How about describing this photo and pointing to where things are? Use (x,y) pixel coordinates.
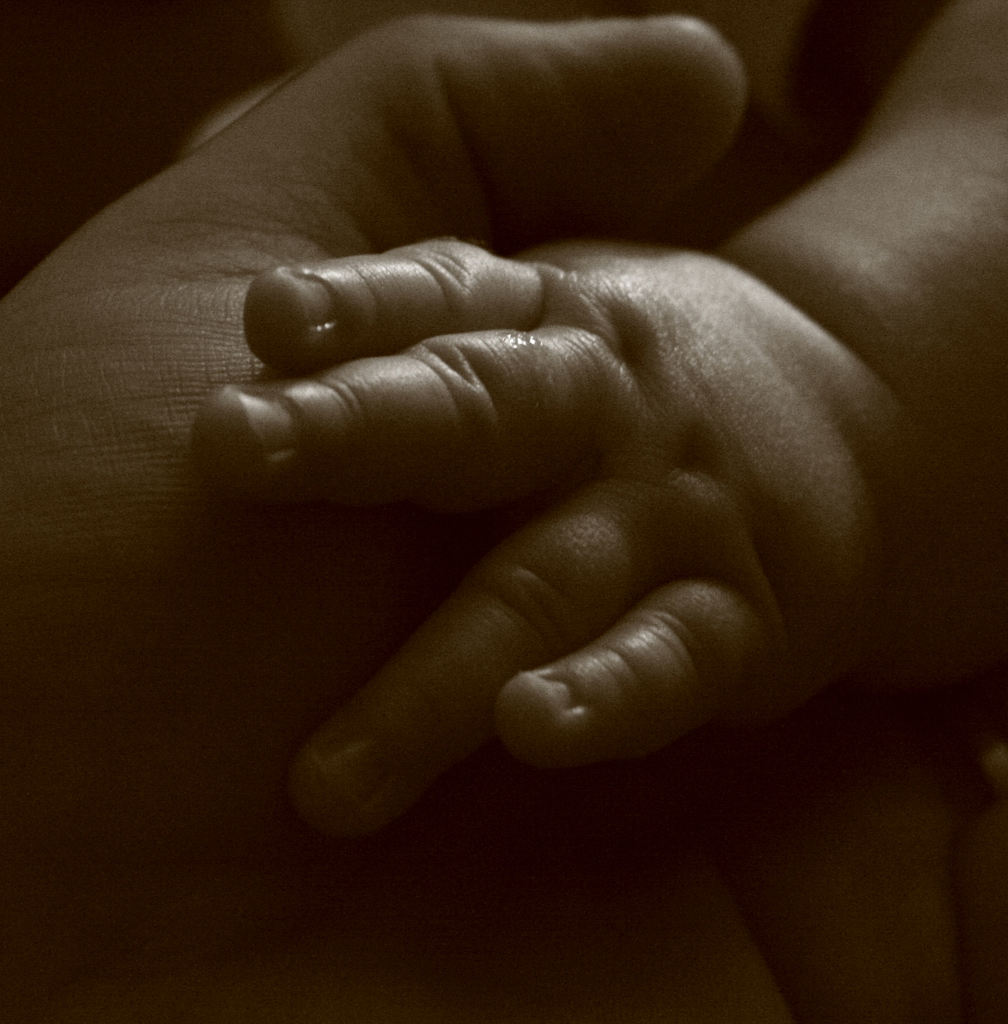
In this picture there are hands (564,261) in the center of the image (369,500).
